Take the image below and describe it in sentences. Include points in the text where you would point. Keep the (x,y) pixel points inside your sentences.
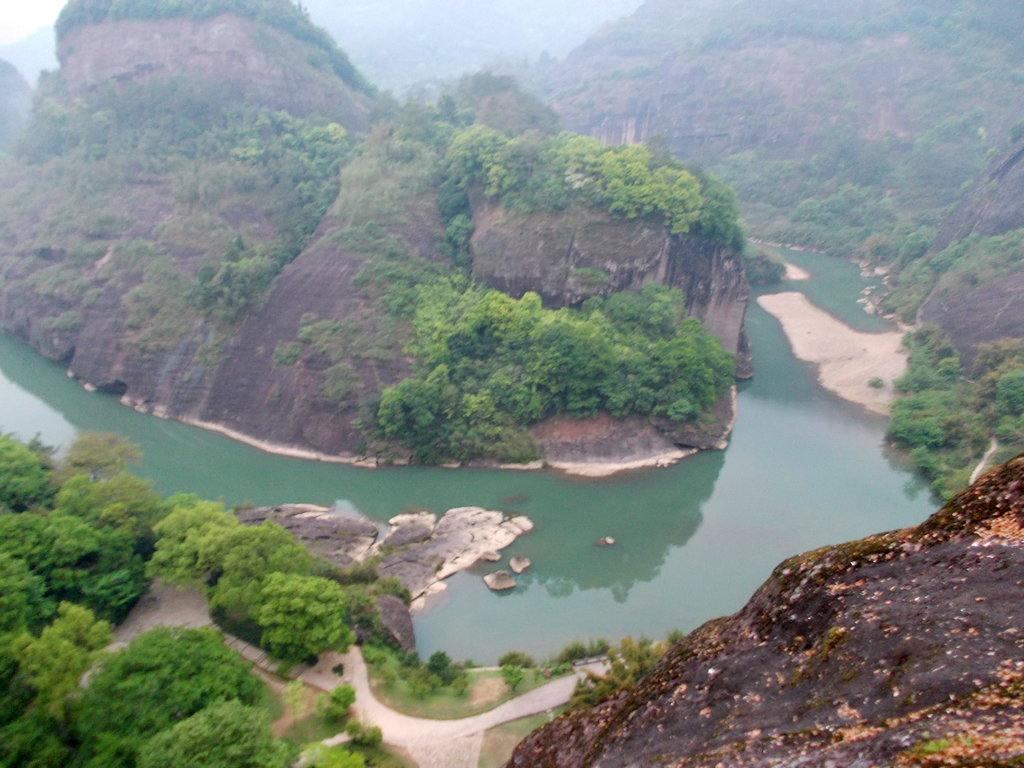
In this image at the bottom (425,672) there are some trees (637,661) and mountains (817,661) and in the center (424,486) there is a river (758,422), in the background (584,169) there are some mountains (658,133) and trees (473,170).
